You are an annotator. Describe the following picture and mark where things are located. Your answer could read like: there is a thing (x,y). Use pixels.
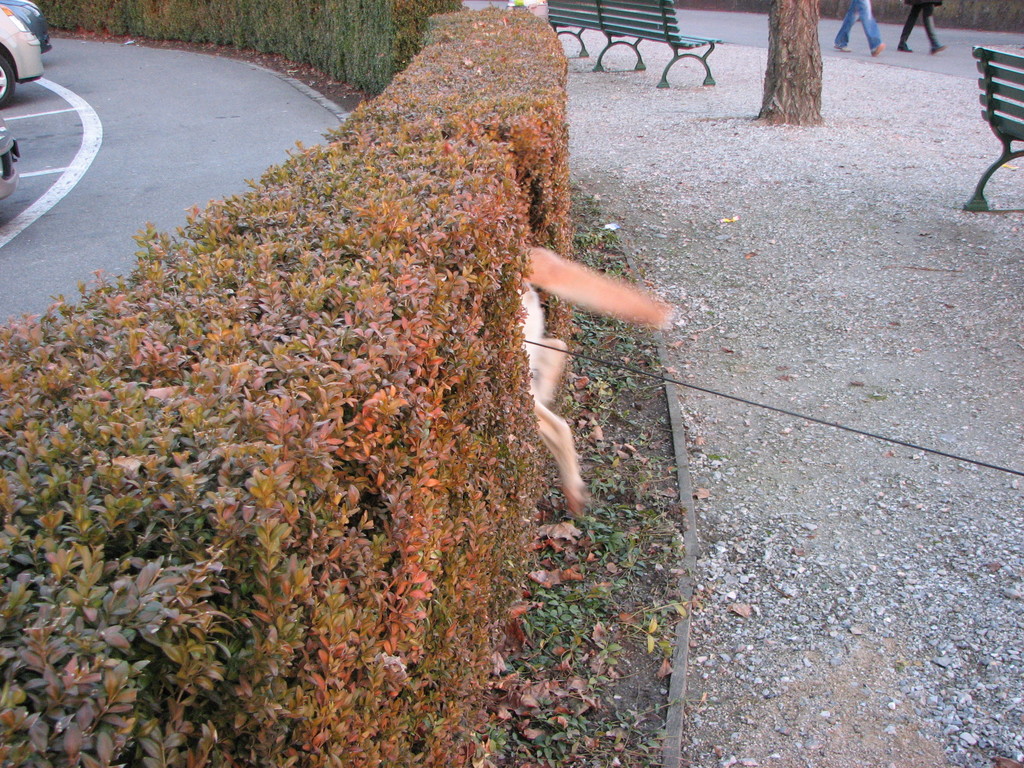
In the foreground of this image (417,208), there are plants (471,90) and also an animal (563,349) in the plants (515,342). At the top left (11,63), there are vehicles (23,61) on the road (67,150) and at the top right (809,59), we can see benches (1017,90), a trunk (794,89) and two people (871,30) walking on the road (923,60).
